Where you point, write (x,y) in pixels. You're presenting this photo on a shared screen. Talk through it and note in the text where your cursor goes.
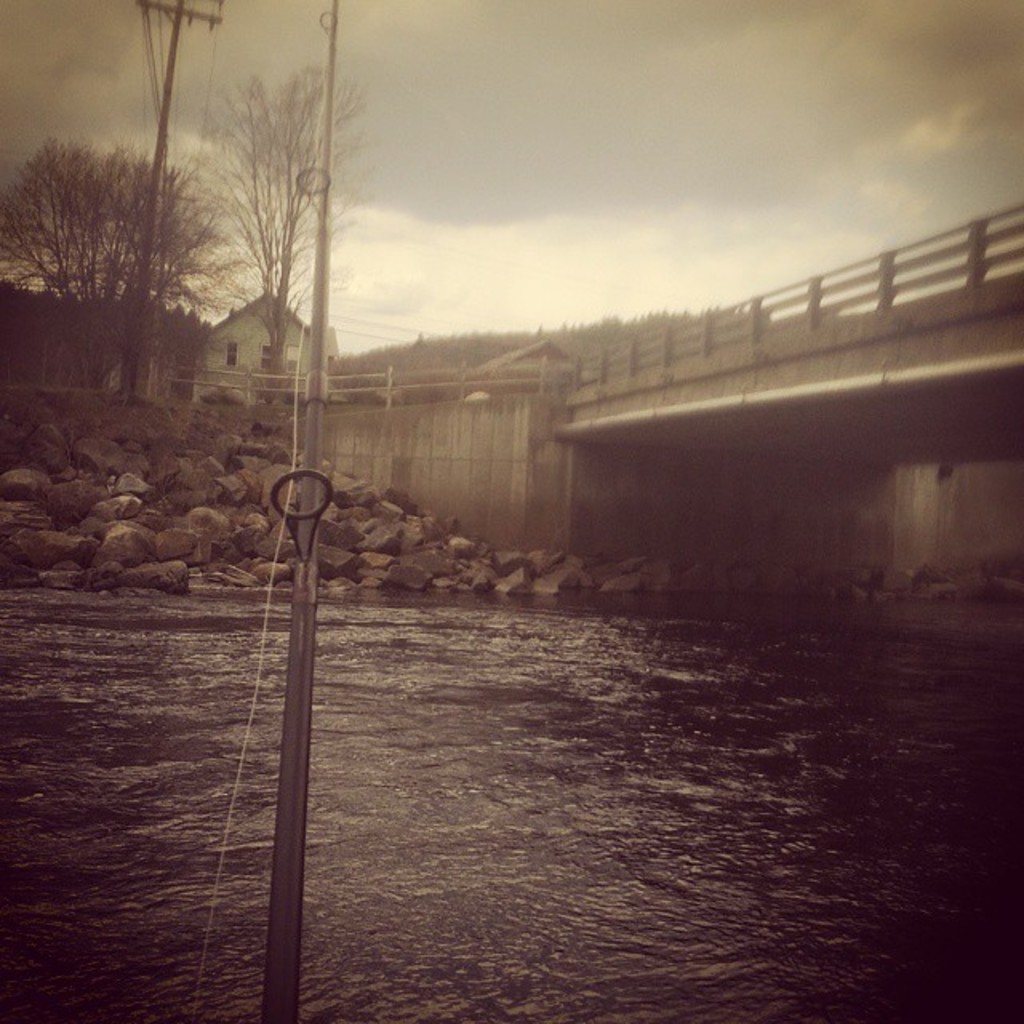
In this image we can see a house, there is a bridge (501,520), there are rocks (349,585), trees (203,213), there are poles (309,621), wires (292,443), also we can see the sky (716,190), and the hill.
